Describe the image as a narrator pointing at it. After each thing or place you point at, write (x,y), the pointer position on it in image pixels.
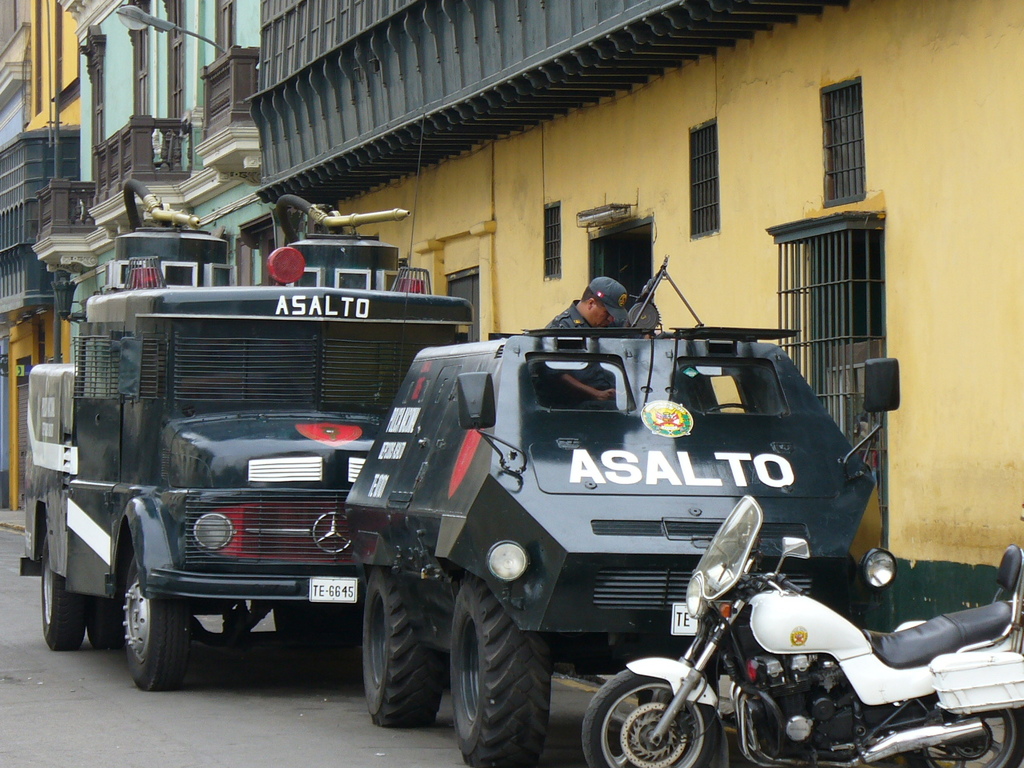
In this image there is a person (591,319) in the vehicle (585,362). He is wearing a cap (604,304). Left side (63,521) there is a vehicle (115,525) on the road (131,749). Right side (768,688) there is a bike (835,729). Background (232,179) there are buildings (292,176). A lamp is attached to the wall (186,70).
